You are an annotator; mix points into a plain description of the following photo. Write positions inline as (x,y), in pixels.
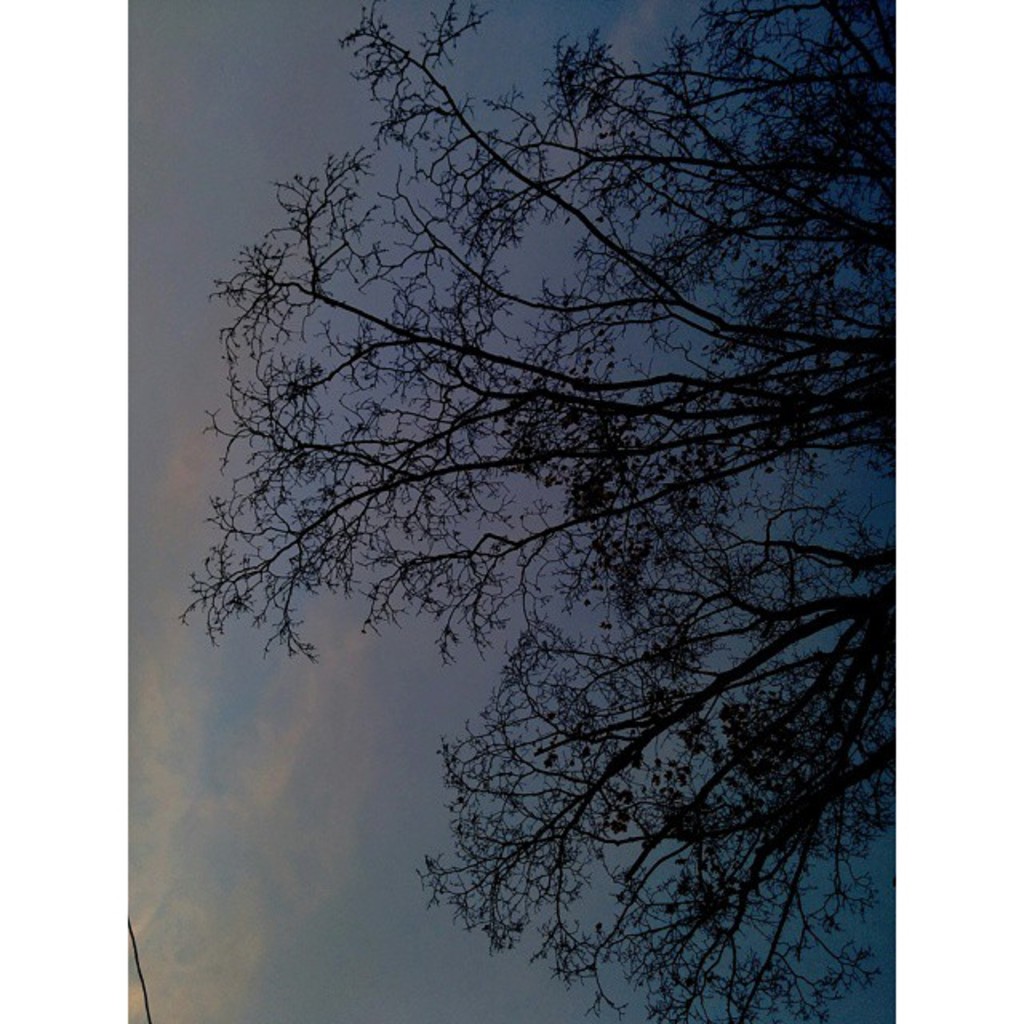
In this picture we can see tree (800,826). On the left (252,220) we can see sky (234,509) and clouds (266,756). On the bottom left corner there is a wire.
